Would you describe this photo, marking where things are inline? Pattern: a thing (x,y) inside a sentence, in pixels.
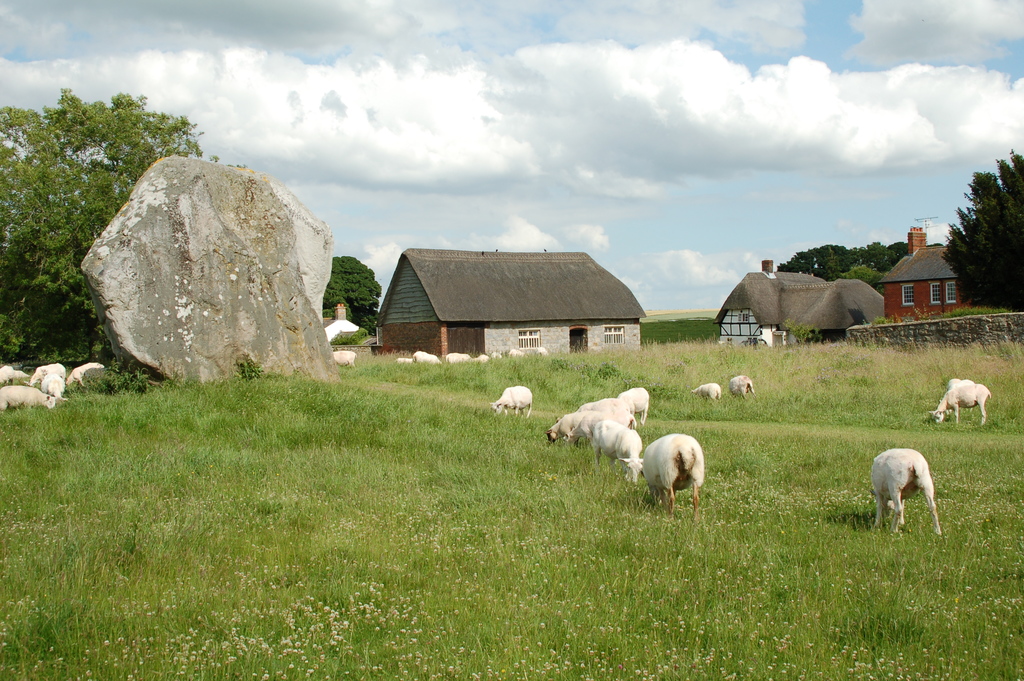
In this picture we can see sheep (572,422) in the field (527,471), in the background (1003,277) we can see few trees (121,158), houses (516,287), rocks (183,347) and clouds (582,143).
